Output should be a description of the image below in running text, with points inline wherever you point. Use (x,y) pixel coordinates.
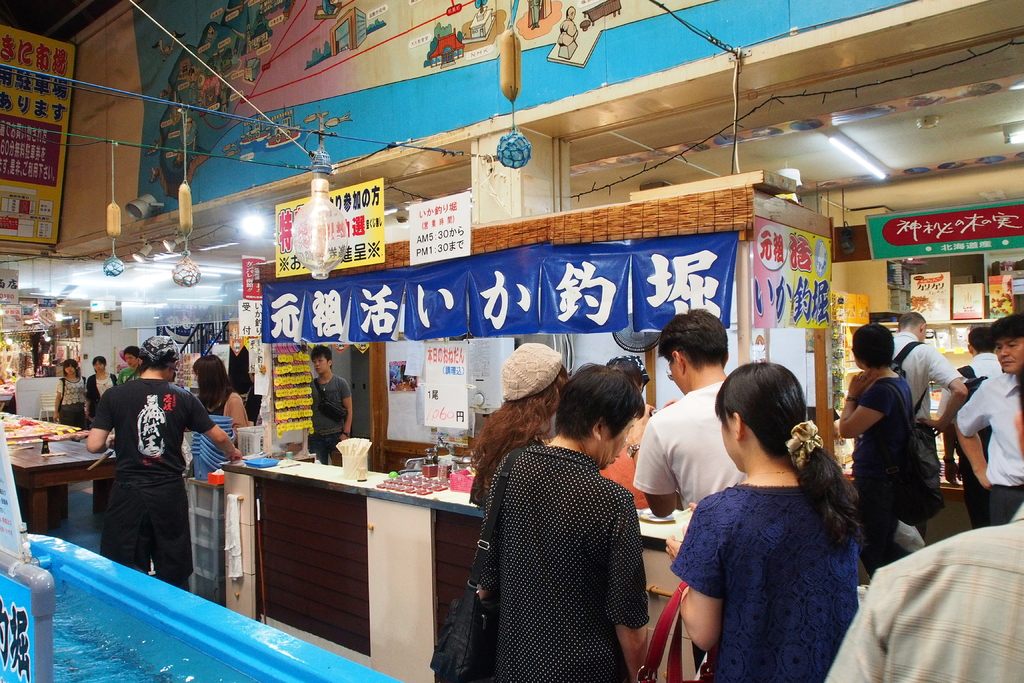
In this image I see number of people (554,461) and I see many stalls (886,275) and I see banners (515,314) on which there are words (471,320) written and I see few boards (424,212) on which there are words (27,65) written and I see the wires (324,134) and over here I see a banner (361,72) on which there is art (451,40) and I see the lights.
